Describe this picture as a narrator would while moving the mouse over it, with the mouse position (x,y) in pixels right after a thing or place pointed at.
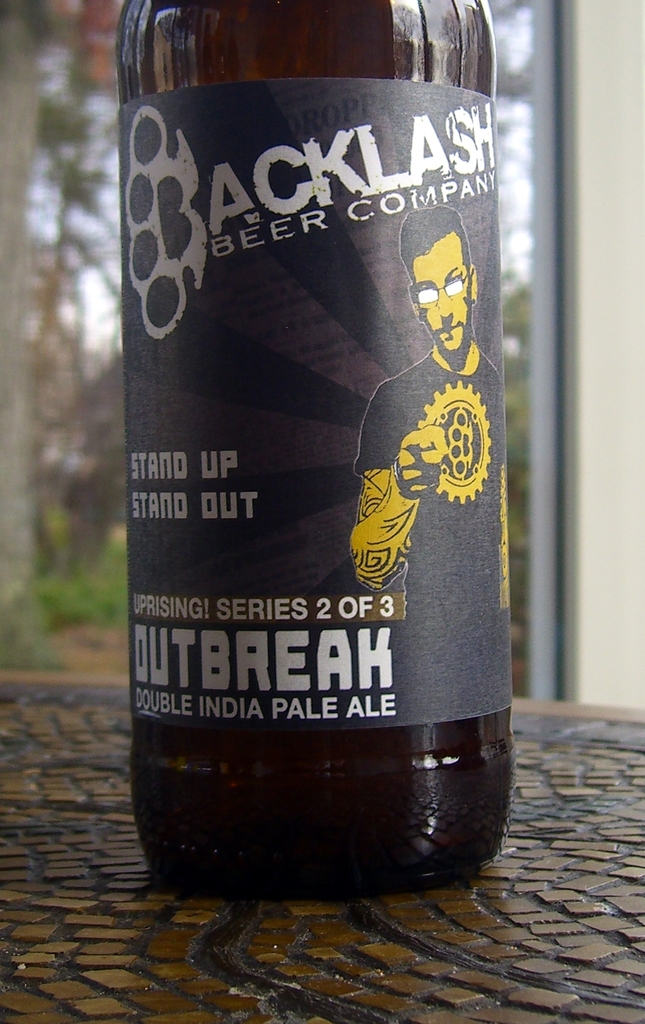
In this image, I can see a bottle (400,305) with a label (251,362) attached to it, which is placed on an object (413,985). The background (107,600) looks blurry.
